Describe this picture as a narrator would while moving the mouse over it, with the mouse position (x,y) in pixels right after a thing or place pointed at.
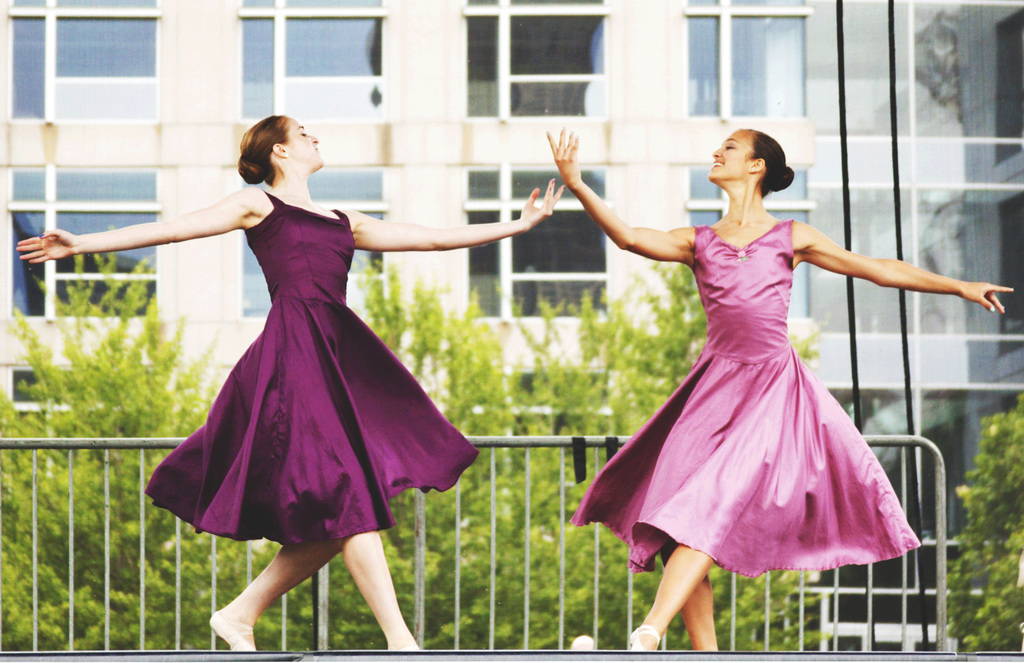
We can see two women (404,399) are dancing. In the background (467,613) there is a fence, trees (374,628), building (387,81), glass doors (878,115) and on the right (842,63) we can see two wires (842,76).
